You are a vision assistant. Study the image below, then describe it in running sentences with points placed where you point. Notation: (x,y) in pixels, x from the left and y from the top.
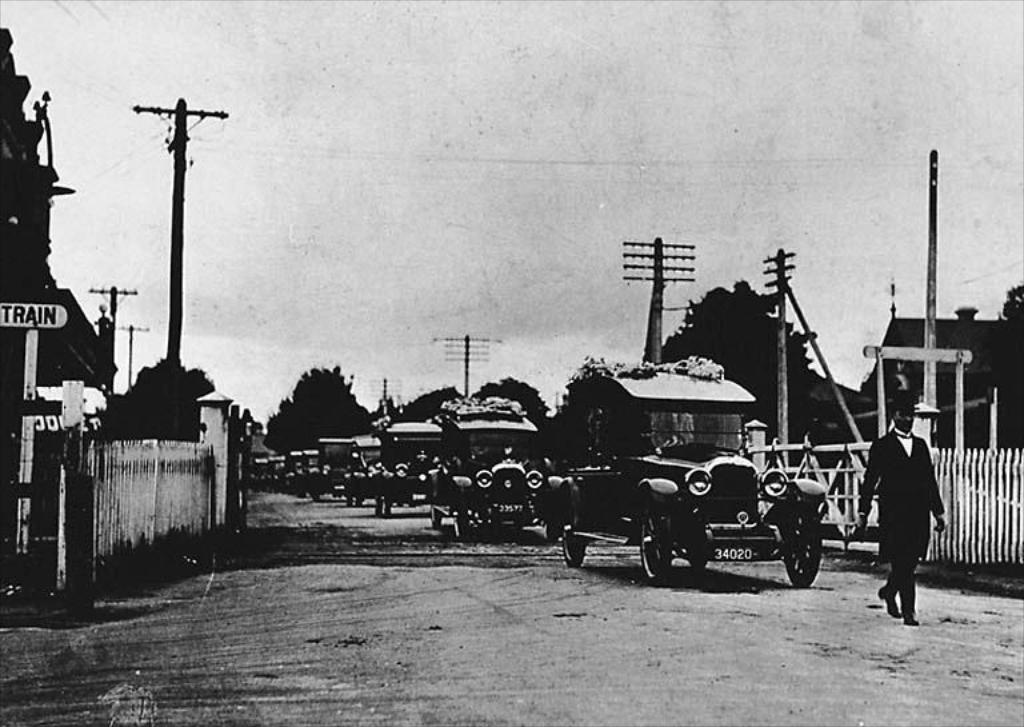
In the middle of the image (357,482) there are some vehicles (573,534) on the road (1012,614) and a person (872,478) is walking. Behind them there is fencing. Behind the fencing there are some trees (1009,321) and poles (34,381) and sign boards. At the top of the image (834,227) there is sky (352,89).
